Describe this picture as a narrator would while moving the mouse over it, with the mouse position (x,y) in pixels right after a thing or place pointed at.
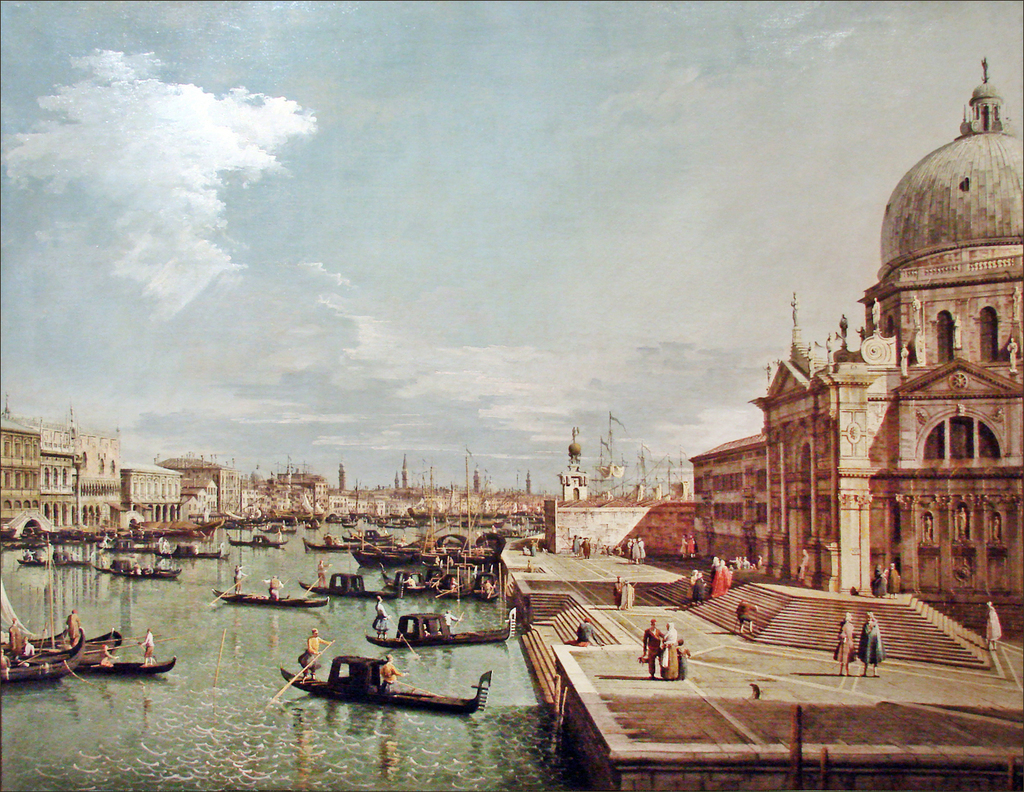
This is a painting where we can see few persons (279,588) are standing by holding paddles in their hands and few persons (394,669) are sitting on the boats (354,700) on the water (392,710). On the right side (777,517) we can see buildings (698,536) and few persons (739,616) are standing on the floor (632,571). In the background (346,454) there are buildings (54,459), poles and clouds (637,386) in the sky (460,193).
